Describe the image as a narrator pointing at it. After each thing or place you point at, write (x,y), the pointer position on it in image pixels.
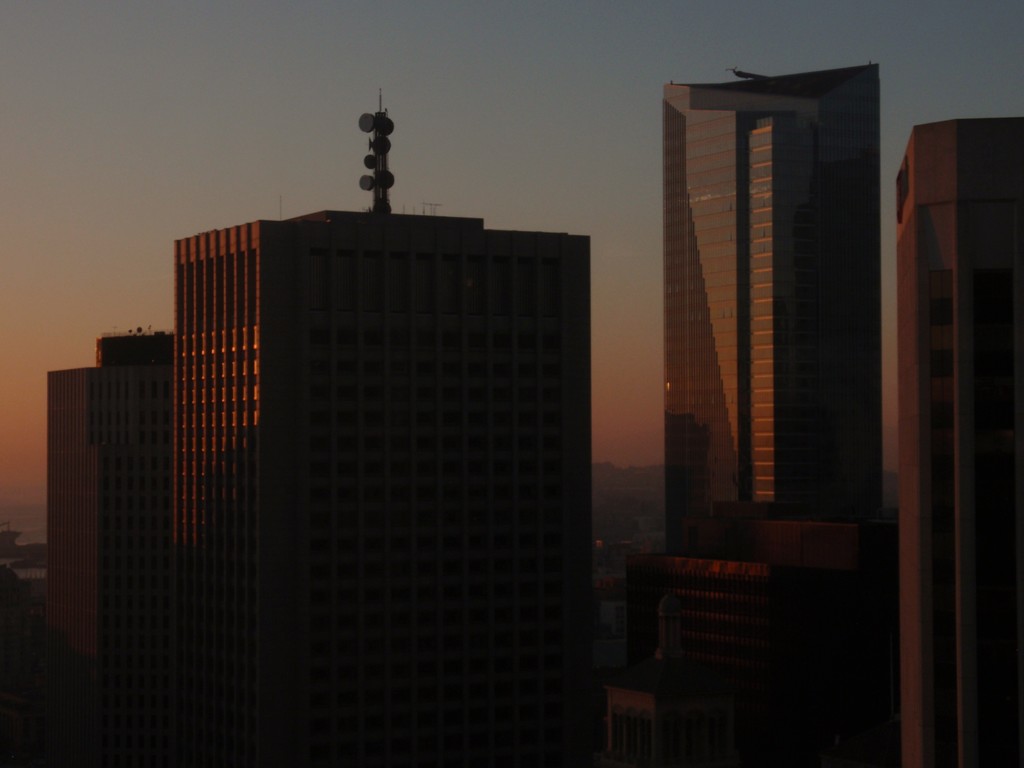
In this image there are buildings (425,506) and there is something at the top of the one of the buildings (401,267). In the background (573,91) there is the sky (630,150).
